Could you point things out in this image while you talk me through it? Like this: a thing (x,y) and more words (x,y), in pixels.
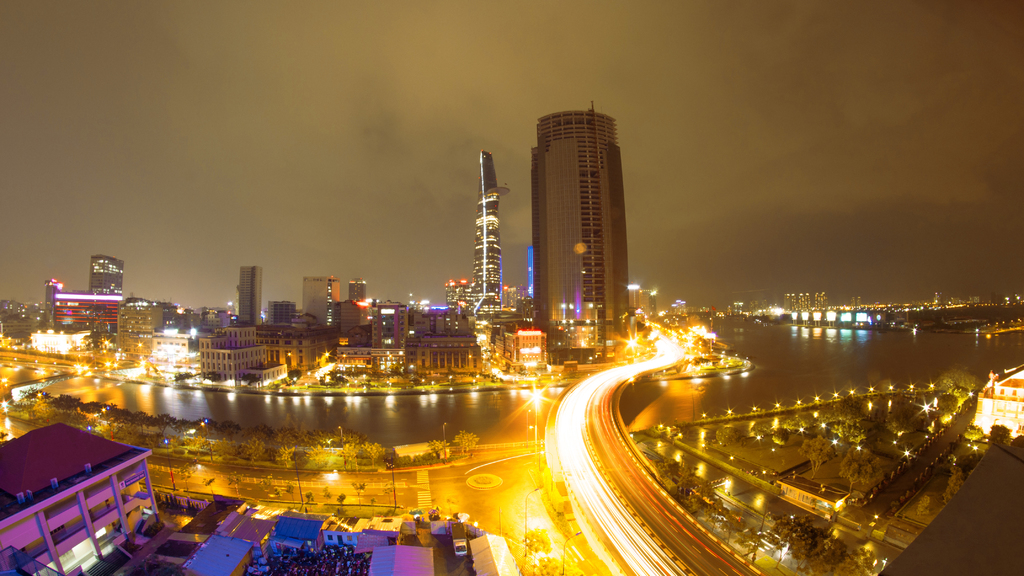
In this image we can see buildings (480,303), lights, towers (597,288), water (829,388) and other objects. On the right side of the image (725,522) there are trees (692,482), lights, building (998,421), road (914,475) and other objects (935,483). At the bottom of the image (531,507) there is a road (584,524), vehicle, trees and other objects (234,557). On the left side of the image (156,447) there is a building (85,465), trees (203,437), water (263,420) and other objects (23,396). At the top of the image (631,74) there is the sky (746,47).
